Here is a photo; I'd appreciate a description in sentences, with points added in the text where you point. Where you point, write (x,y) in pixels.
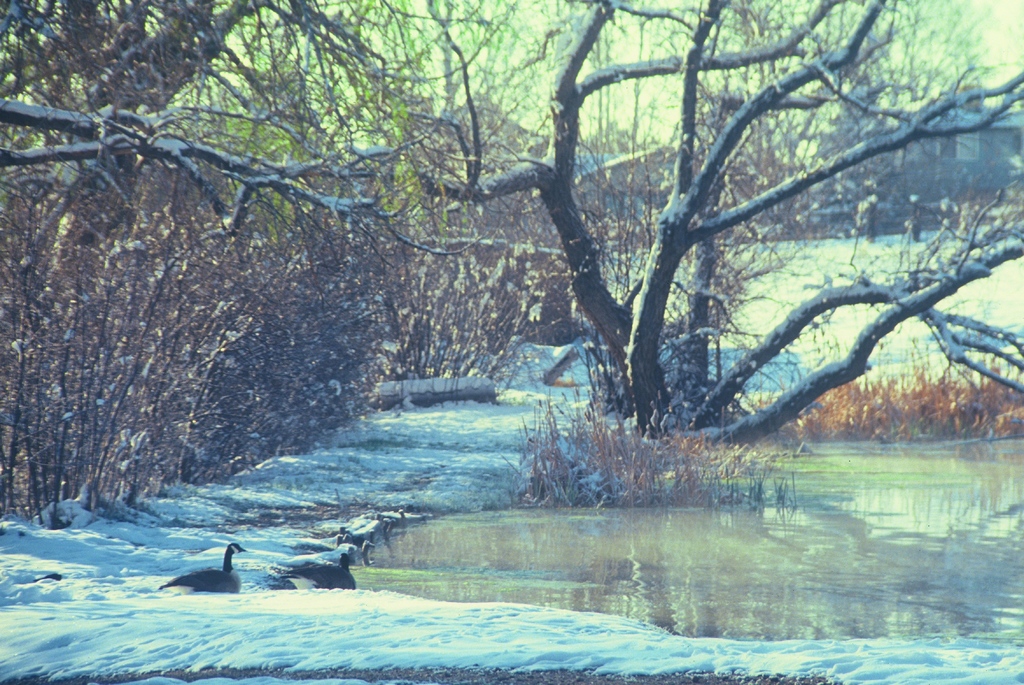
In this image on the right side (868,508) there is one pond (830,561), and on the left side (322,304) there are some trees (264,332). And at the bottom (228,609) there is snow (319,626) and also there are two ducks (222,574), in the background (550,98) there are some houses (967,146) and trees (501,156). On the top of the image (979,64) there is sky (1017,39).
